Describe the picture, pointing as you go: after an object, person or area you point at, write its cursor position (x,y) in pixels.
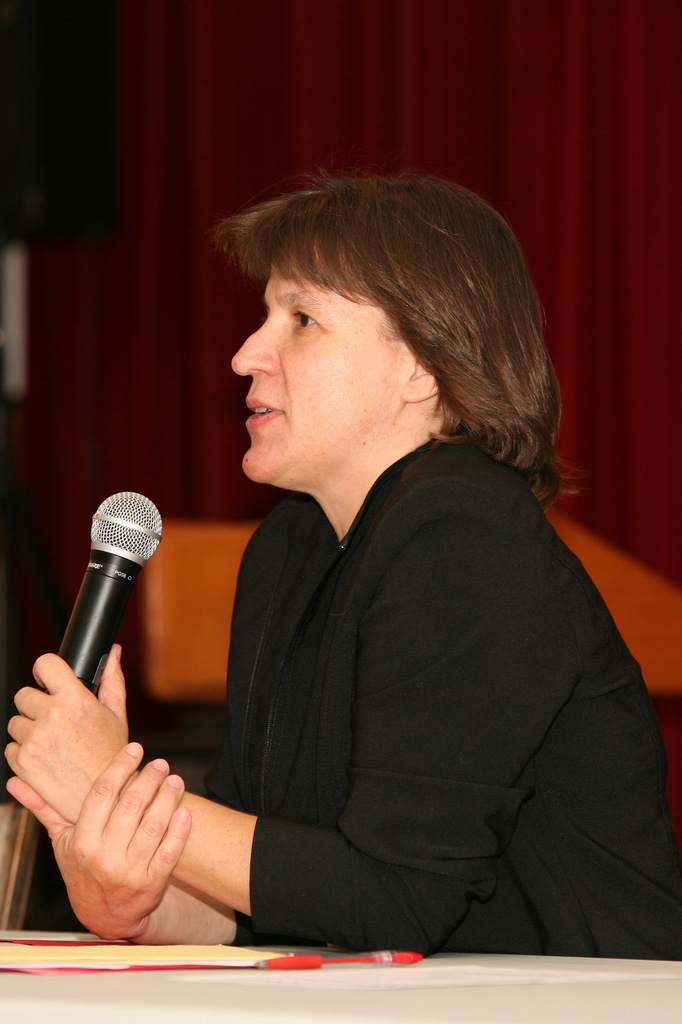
In this picture we can see a person (392,807) is holding a microphone (69,658), at the bottom (233,992) there is a table (252,1021), we can see a file (179,953) and a pen (370,957) present on the table (149,972), in the background (465,155) there is a curtain (489,21).
